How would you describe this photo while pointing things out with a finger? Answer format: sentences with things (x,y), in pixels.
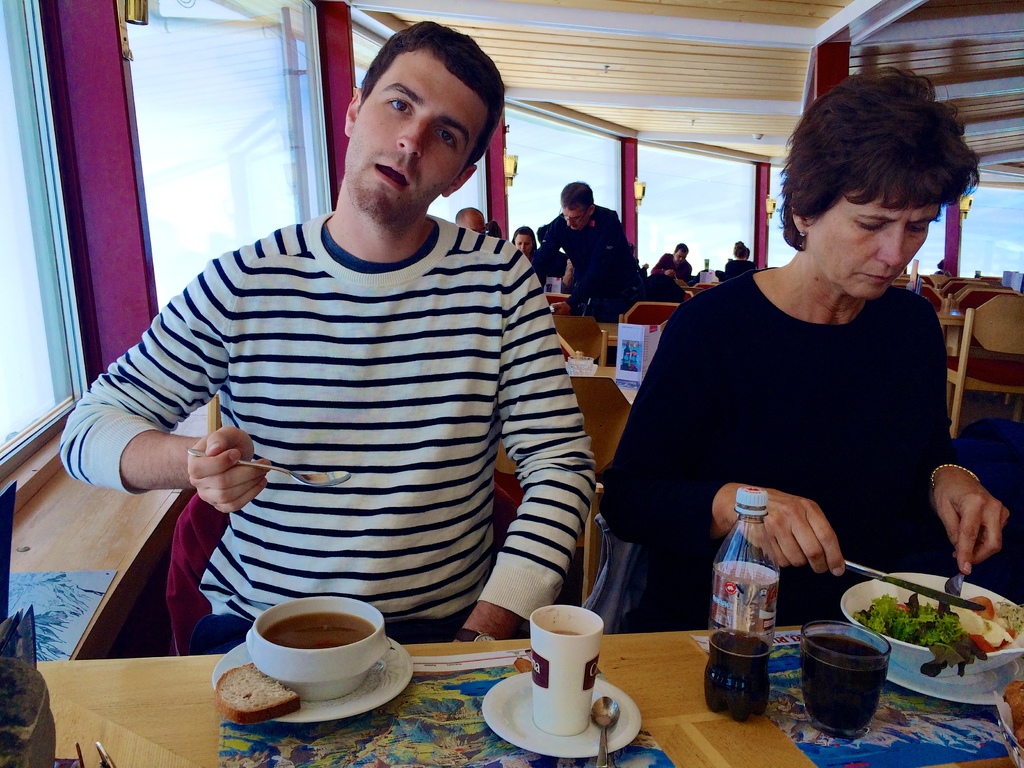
this picture shows few people (531,236) seated on the chairs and a person (578,212) serving food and we see a man (514,536) and woman (760,408) taking their food (245,713) and we see a cola bottle (743,612) and few cups (848,693) on the table (613,679).
